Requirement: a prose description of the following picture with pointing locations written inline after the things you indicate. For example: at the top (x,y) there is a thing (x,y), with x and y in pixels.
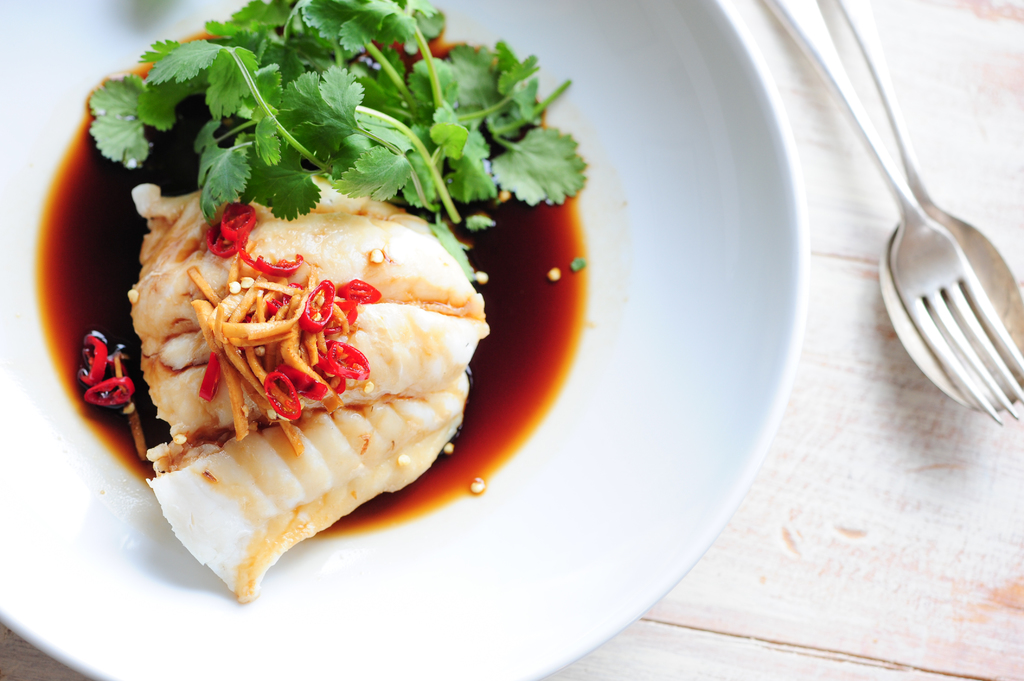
In this image there is a plate (731,430) and a spoon (895,300) and fork (942,282) beside it. In the plate (703,238) there is sauce (516,285) and coriander (394,140) and chilies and food (340,480) in it. The plate (563,514) is kept on the table (850,522).
